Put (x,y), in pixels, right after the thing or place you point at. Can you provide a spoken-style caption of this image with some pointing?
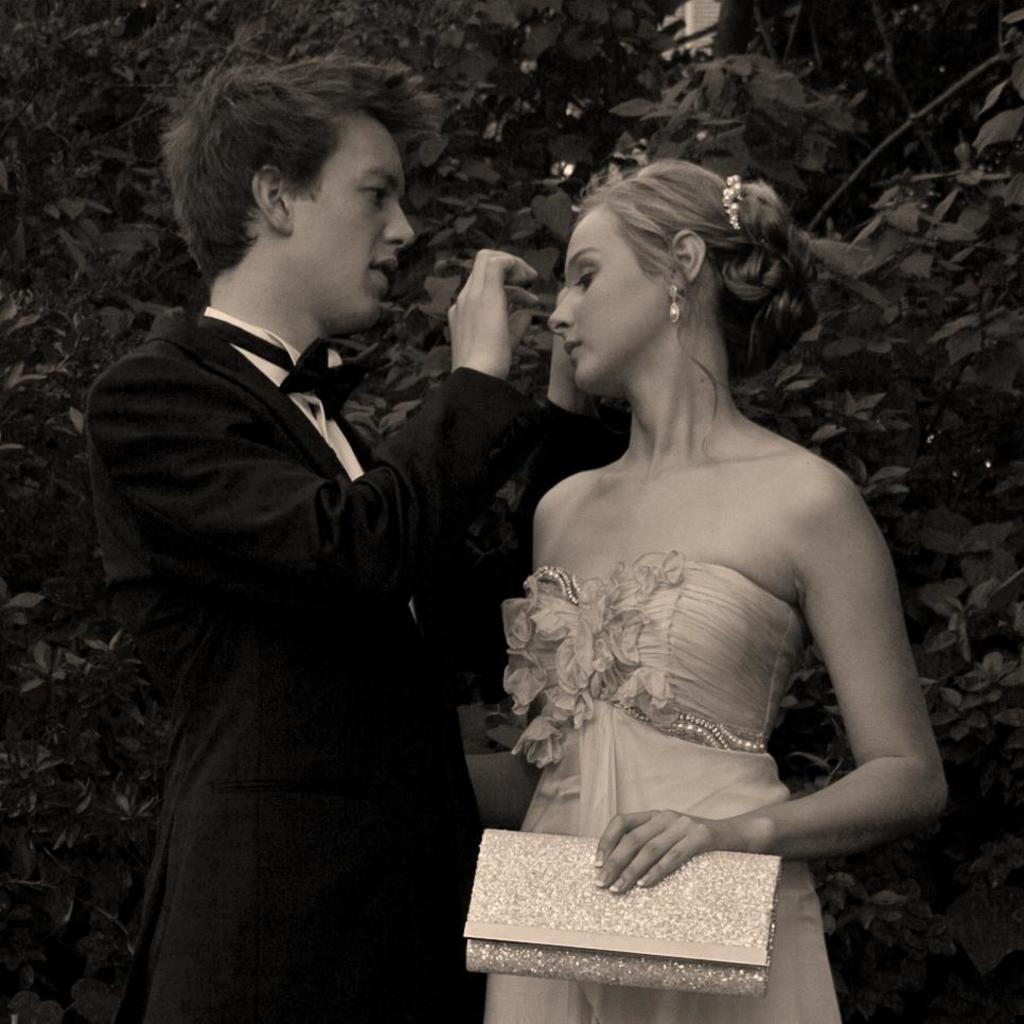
In the image we can see there are people (631,626) standing. The woman (662,855) is holding purse (664,933) in her hand (603,850) and the man (307,534) is wearing formal suit (288,602). Behind there are trees (511,227) and the image is in black and white colour.
